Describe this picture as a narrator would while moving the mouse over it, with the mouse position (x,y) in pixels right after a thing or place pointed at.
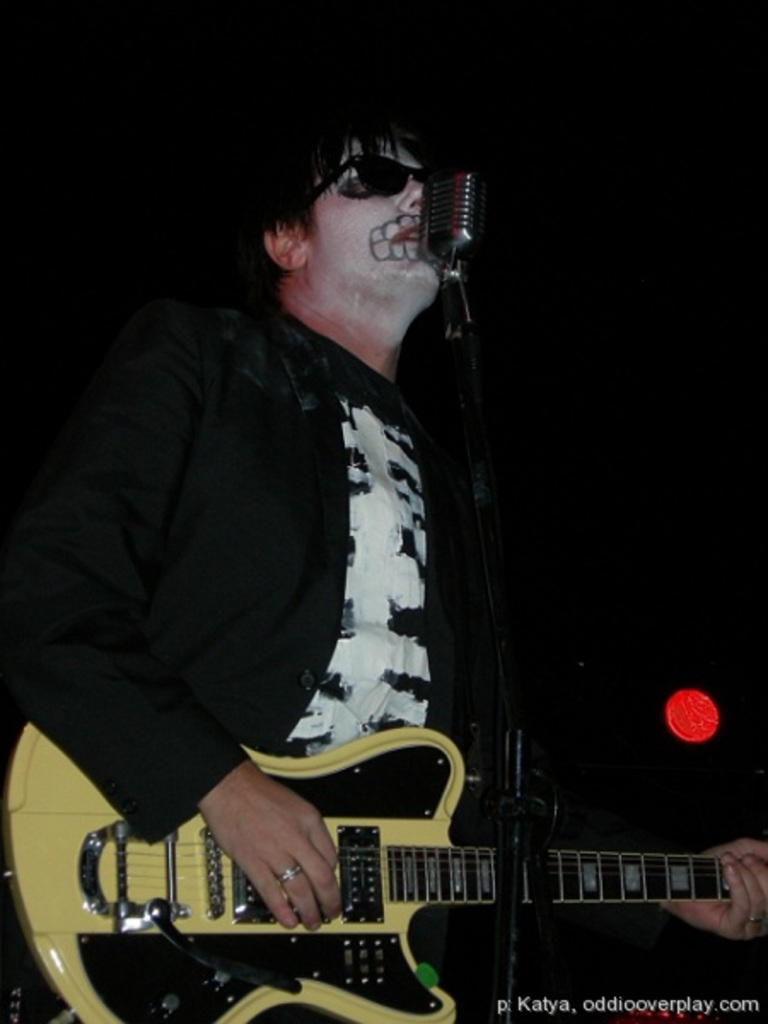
Background (662,243) is very dark. we can see one man (273,428) standing in front of a mike (477,212) and playing guitar (472,879). He wore black colour goggles (413,174). This is a light (680,711).
